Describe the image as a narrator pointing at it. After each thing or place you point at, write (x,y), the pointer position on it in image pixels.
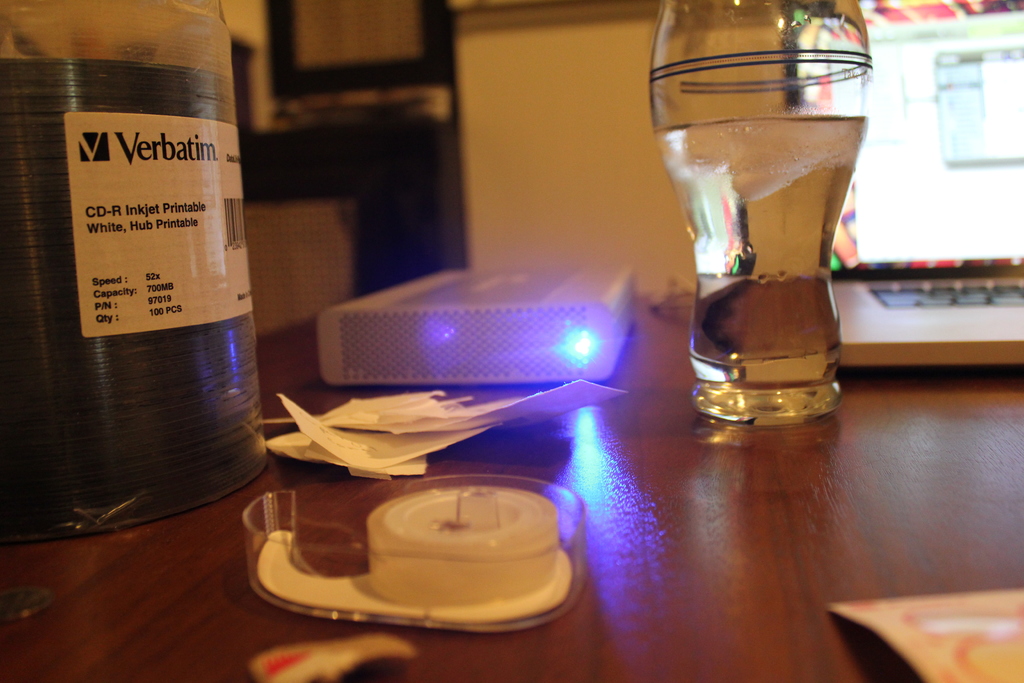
In this picture we can see a glass (664,163), laptop (887,161), papers (539,395) and other things (573,526) on the table (685,582).
